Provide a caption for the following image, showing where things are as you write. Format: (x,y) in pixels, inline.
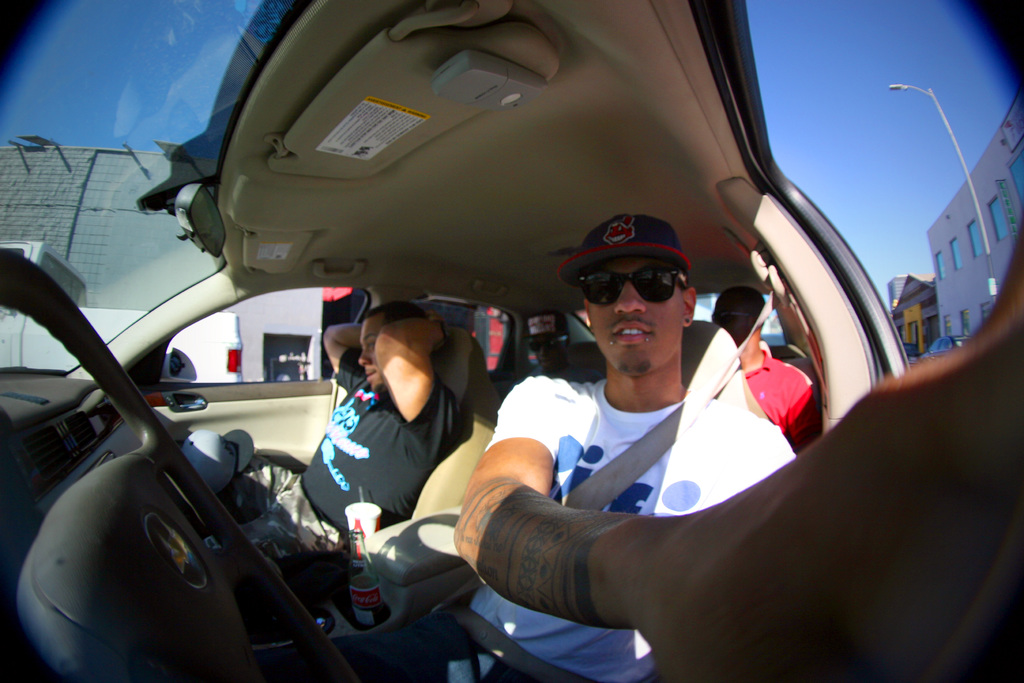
As we can see in the image there is a sky (834,96), street lamp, buildings (948,219) and some people (382,393) sitting in a car (373,557). In between them there is a cup (361,517).
